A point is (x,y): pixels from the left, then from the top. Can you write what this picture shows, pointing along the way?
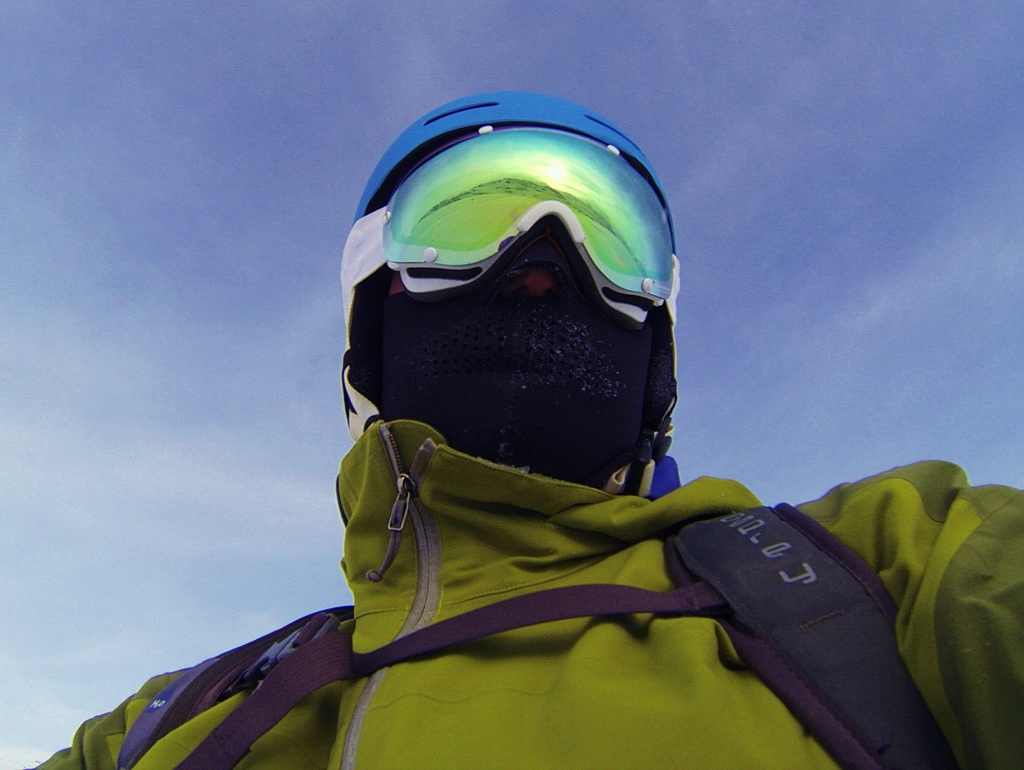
In this picture we can see a person (638,351) and he wore a helmet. In the background (176,478) there is sky (177,508).
